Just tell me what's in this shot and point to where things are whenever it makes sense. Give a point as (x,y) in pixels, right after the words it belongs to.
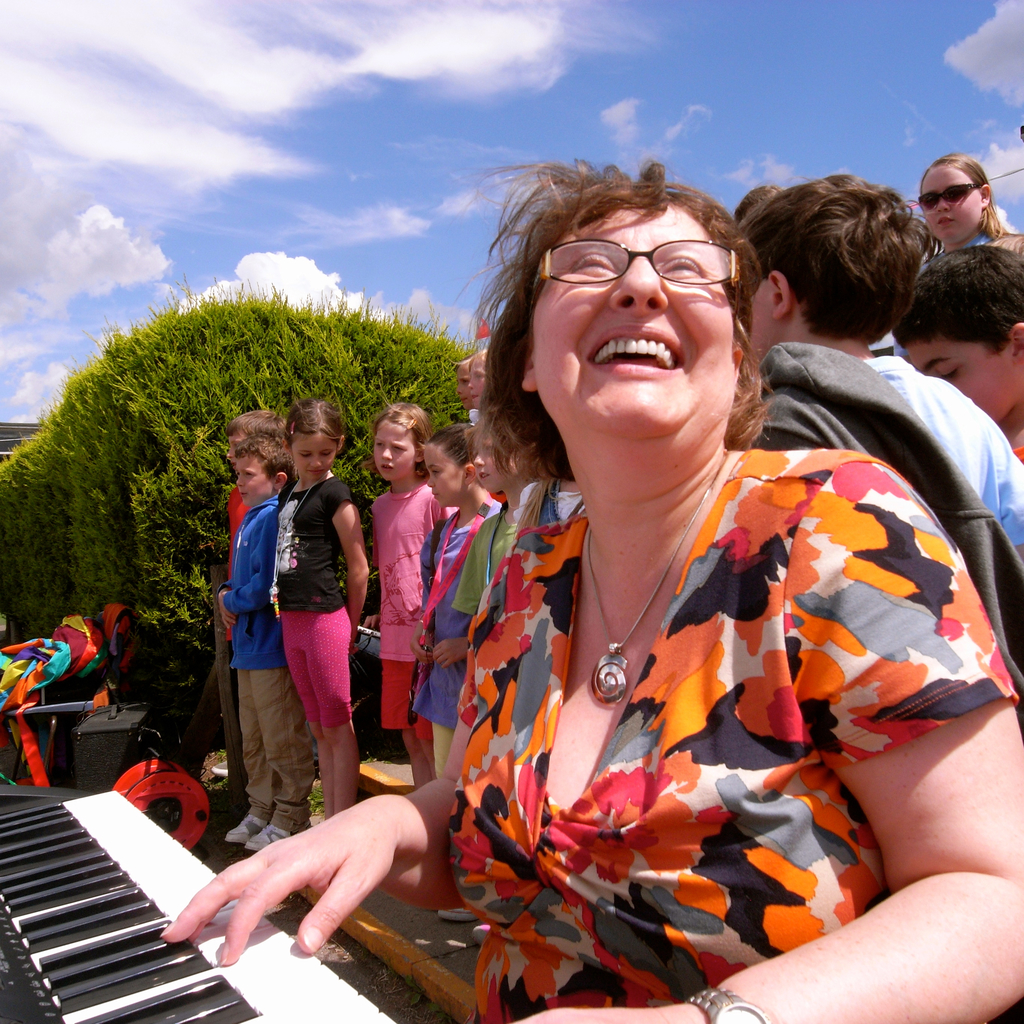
In the image there is a woman (558,797) playing piano (146,843) and in background (263,626) there are many kids (343,534) and whole left side (170,510) there are trees (169,407) and above its sky (379,139) with clouds (24,159).
